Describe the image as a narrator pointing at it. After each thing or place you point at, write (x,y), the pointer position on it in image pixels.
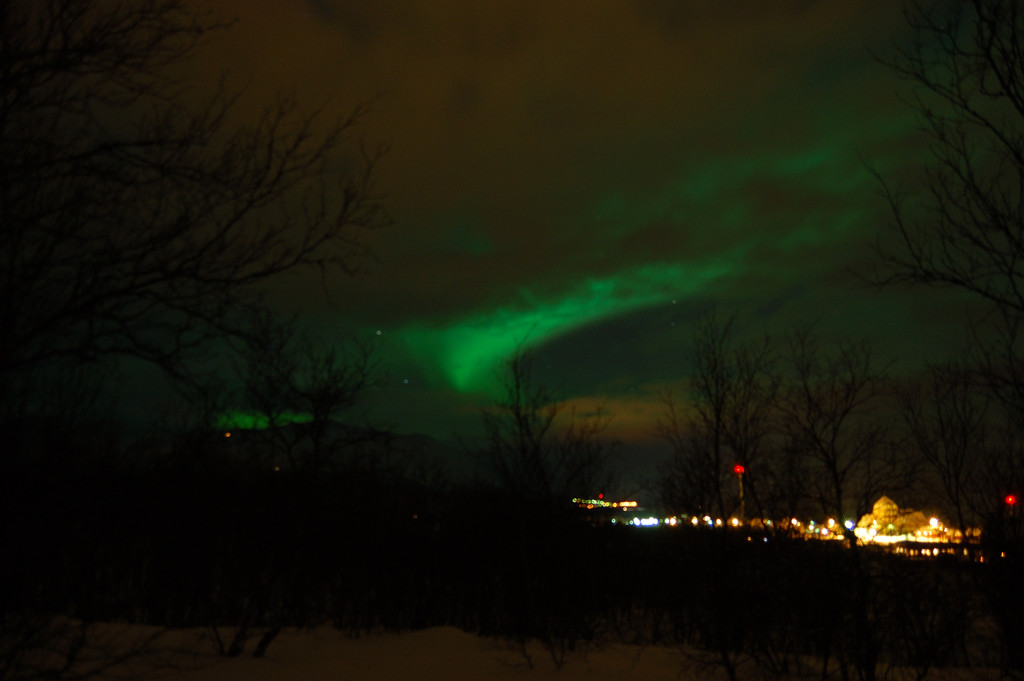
In the picture we can see the night view of trees (548,534) on the snow surface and far away from it, we can see some buildings (904,554) and poles (741,482) with lights (765,522) and behind it we can see the sky (600,333).
